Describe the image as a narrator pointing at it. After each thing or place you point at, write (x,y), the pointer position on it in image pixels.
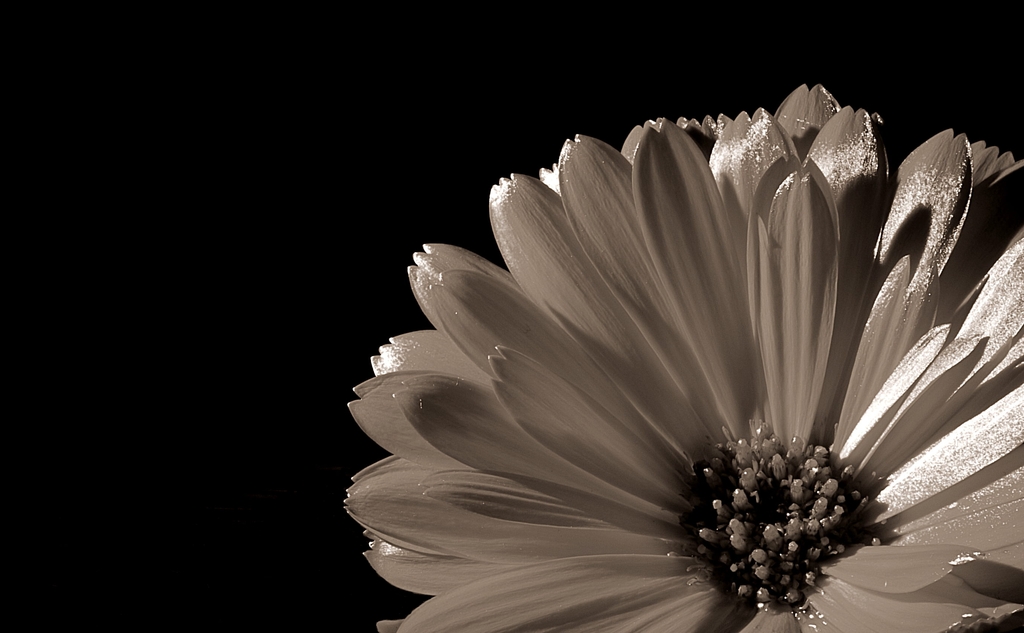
On the right side (829,281), there is a white color flower (680,353). And the background (75,204) is dark in color.
